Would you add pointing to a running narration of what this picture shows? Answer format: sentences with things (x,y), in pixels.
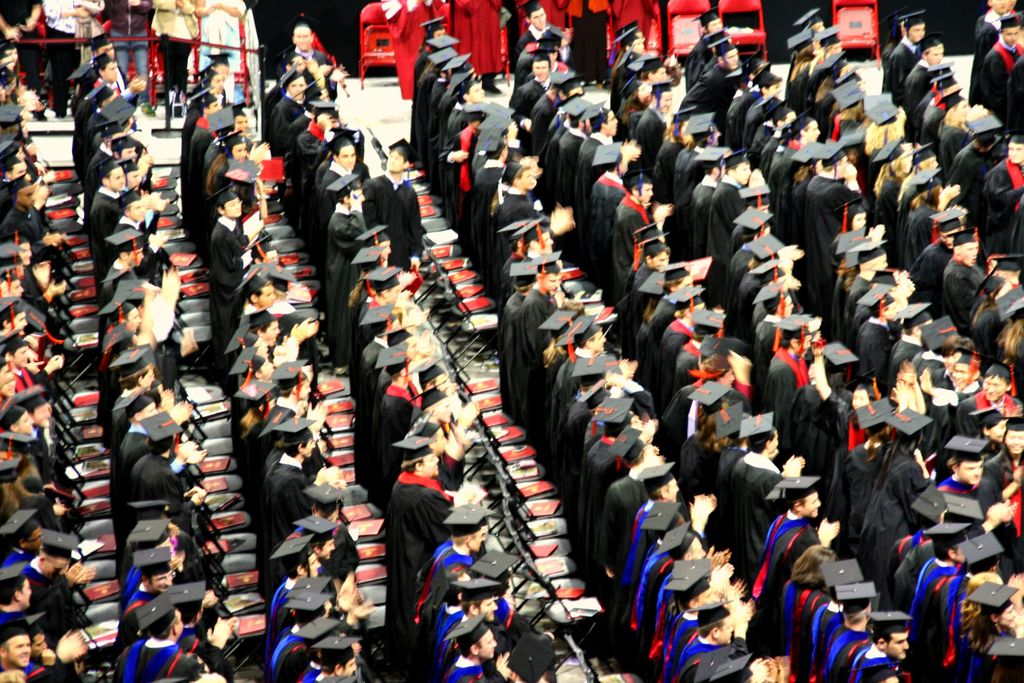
In this image I can see so many people (402,202) wearing black coats (338,289) and hats (721,348). It looks like a convocation hall (67,382).
